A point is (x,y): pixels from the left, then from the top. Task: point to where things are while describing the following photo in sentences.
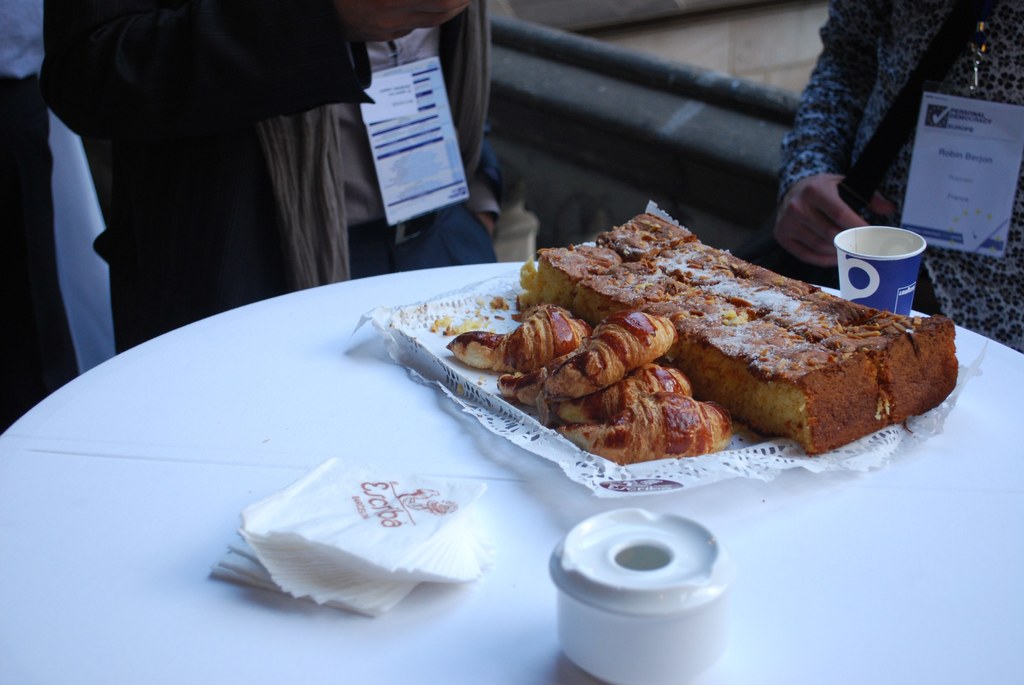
In this image there is a table (523,536) having few tissue papers (435,531), box (611,587) and plate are on it. Plate (667,360) is having bread (698,353) and some food (521,377) on it. Right side (946,85) a person (972,270) is standing and carrying a bag (794,255). Left side (287,238) a person (289,174) is standing on the floor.
